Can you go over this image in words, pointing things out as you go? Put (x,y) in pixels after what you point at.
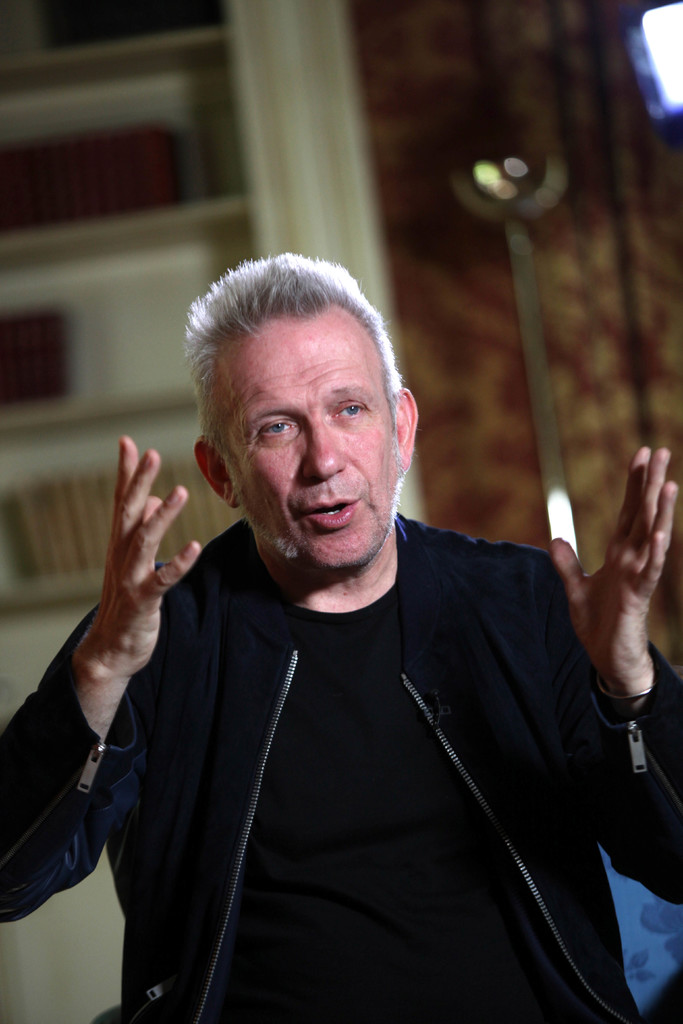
There is a man (424,886) in a room (11,621) wearing a black jacket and there are shelves (103,353) and curtains (499,320) at the back (334,201).
